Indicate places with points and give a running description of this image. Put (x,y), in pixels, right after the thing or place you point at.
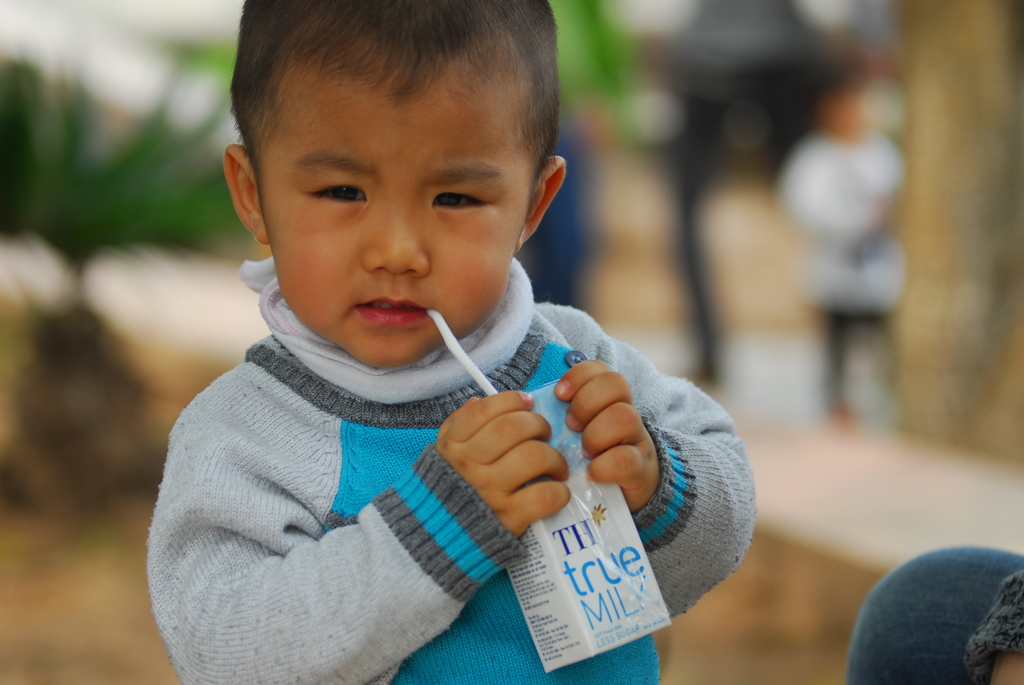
In this image in front (574,443) there is a child (452,413) drinking the milk (590,497). Behind him there is a plant (112,350) and the background of the image (655,158) is blur.
